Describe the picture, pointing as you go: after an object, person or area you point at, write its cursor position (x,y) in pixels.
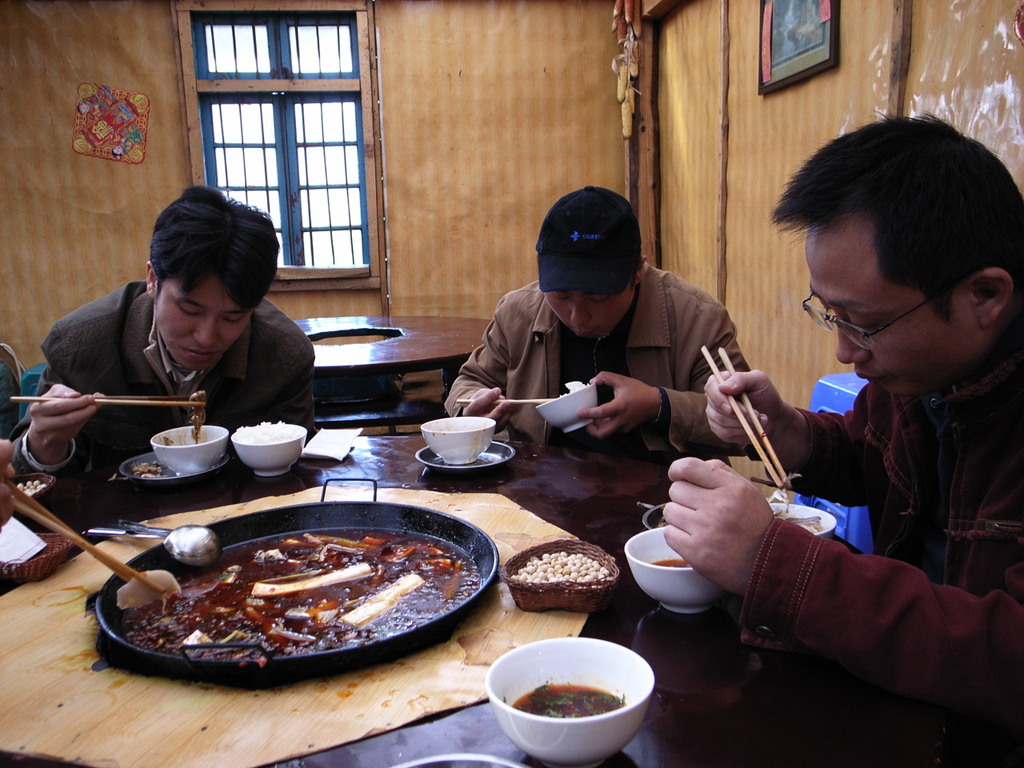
At the bottom of the image (818,712) there is a table (818,712), on the table (489,482) there are some bowls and plates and spoons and cups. Surrounding the table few people (989,615) are sitting and holding some chopsticks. Behind them there is table (315,331) and wall (33,10), on the wall (983,7) there is a window (286,144) and frame (801,2).
